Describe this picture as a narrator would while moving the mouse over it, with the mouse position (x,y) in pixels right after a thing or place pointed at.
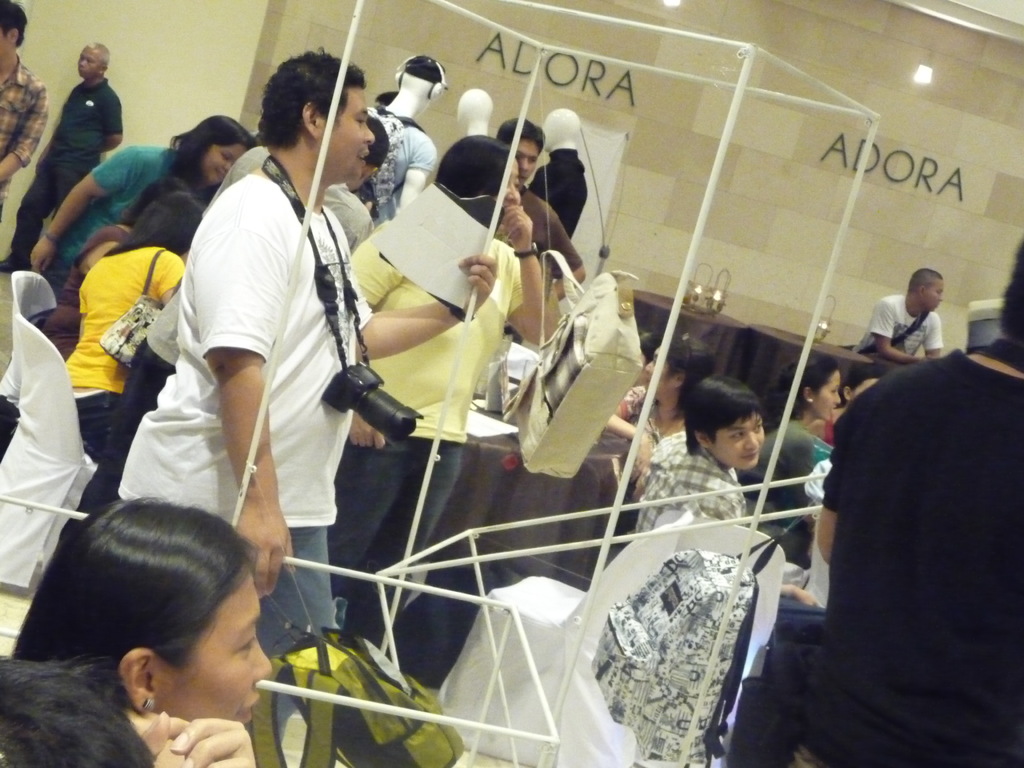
In this image I see number of people (926,443) and I see that this man (184,311) is holding a white color thing (421,246) in his hand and I see 2 bags (622,378) over here and I see the white rods (827,109) over here and I can also see another bag (349,743) over here and I see that this woman (154,528) is sitting on a chair (61,535) and I see an empty chair (496,688) over here and I see the tables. In the background (871,290) I see the wall (691,226) on which there are words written and I see the lights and I see the mannequins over here.
